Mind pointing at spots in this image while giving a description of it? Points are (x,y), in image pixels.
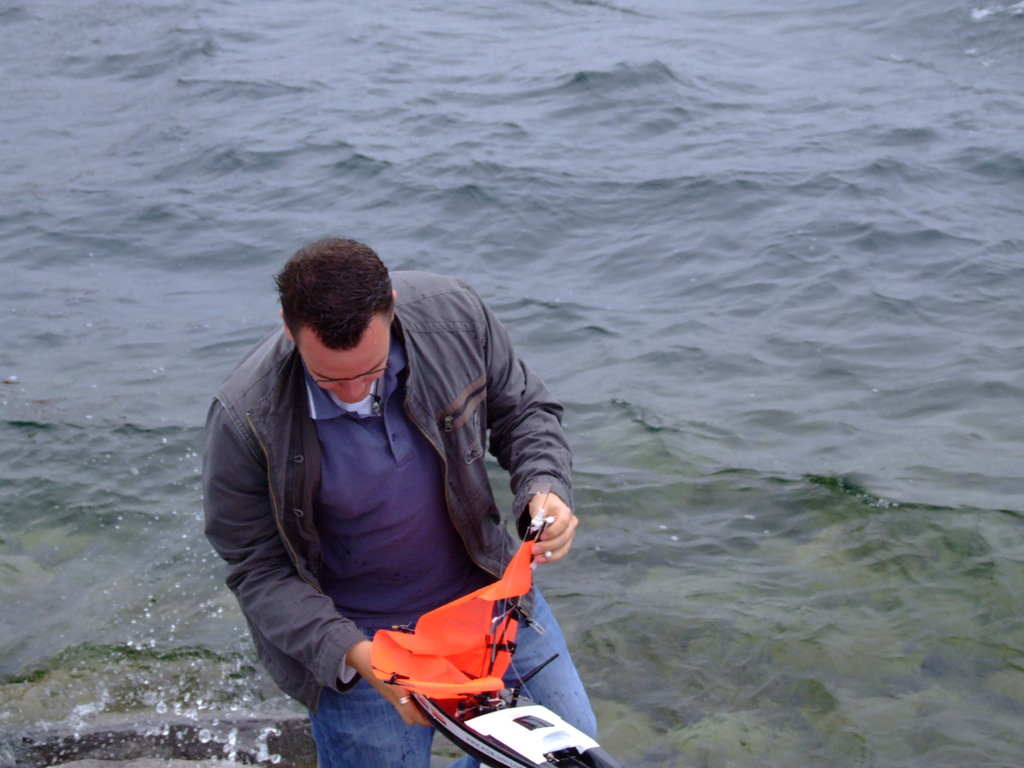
In this image, I can see the man (397,443) standing and holding an object (505,701) in his hands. I can see the water (584,191) flowing. I think this is a toy remote control ship (506,712).
